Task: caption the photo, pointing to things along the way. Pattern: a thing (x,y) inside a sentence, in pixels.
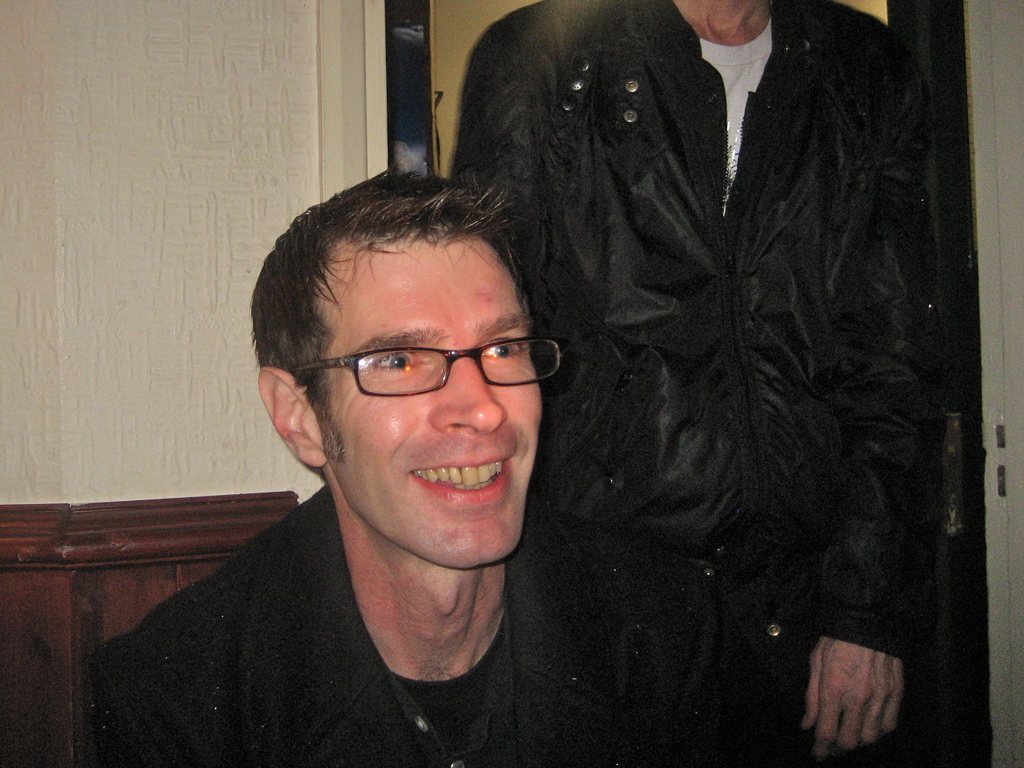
At the bottom of the image (463,664) I can see a man (288,672) wearing black color dress (479,707), smiling and looking at the right side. At the back of this man (478,707) I can see another man (685,385) wearing black color jacket (727,300) and standing and also I can see a wall (124,202).
